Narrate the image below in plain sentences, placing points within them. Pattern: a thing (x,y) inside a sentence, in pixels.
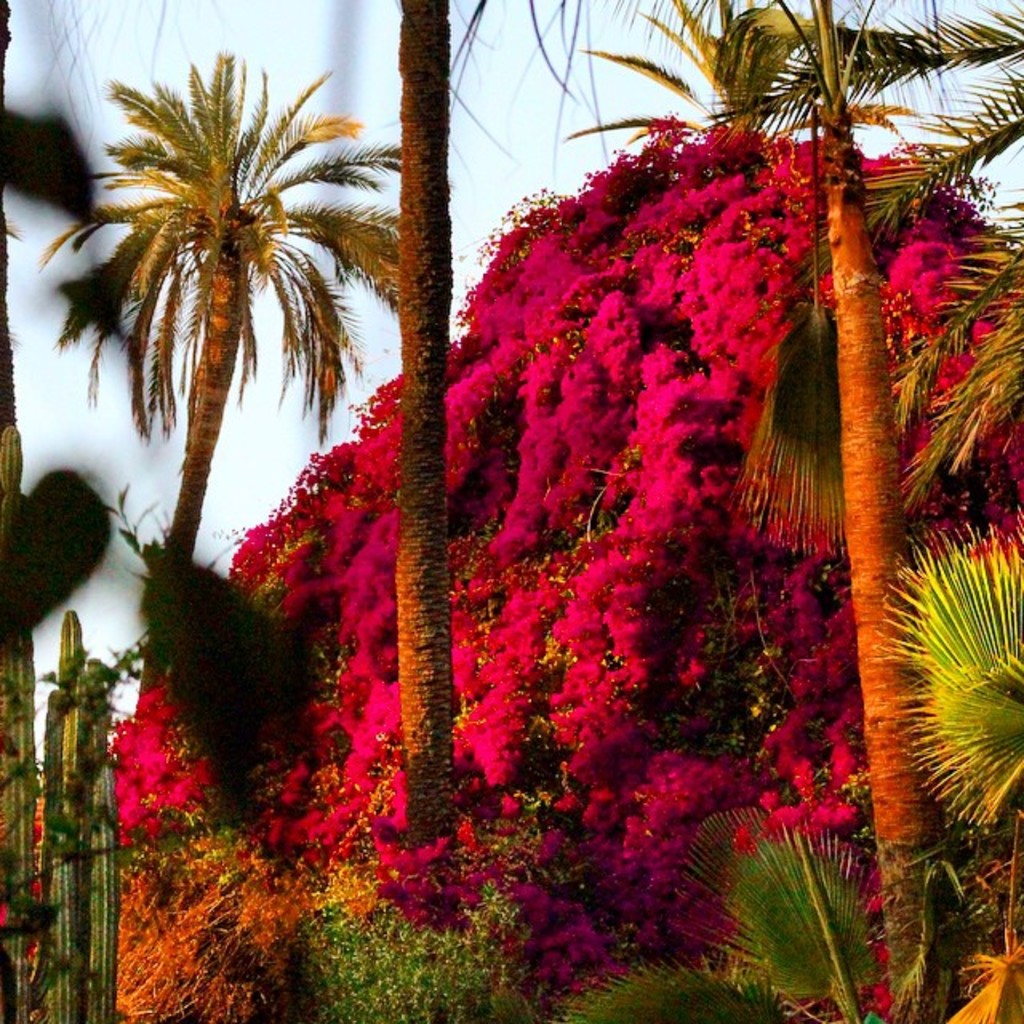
In this picture we can see plants (630,274), flowers (533,665) and trees (930,377). In the background of the image (316,59) we can see the sky (468,179).
